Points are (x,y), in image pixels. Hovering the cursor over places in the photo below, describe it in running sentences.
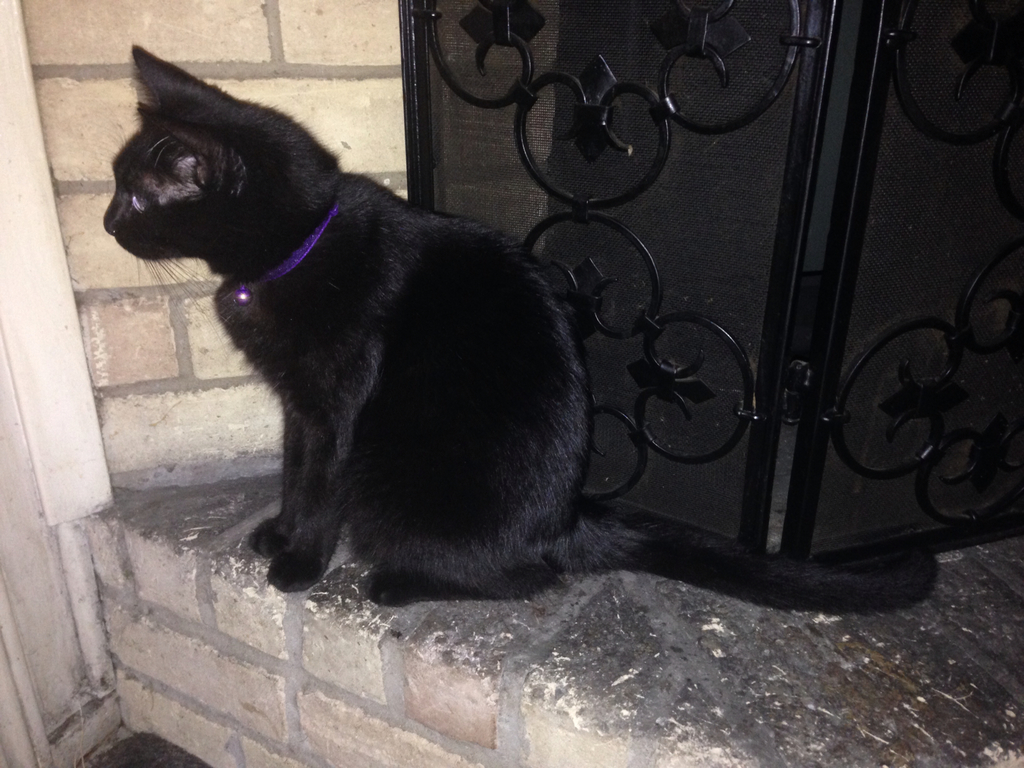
In this image we can see a black cat (459,483) on the floor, also we can see the doors (761,151) and the wall (298,119).
